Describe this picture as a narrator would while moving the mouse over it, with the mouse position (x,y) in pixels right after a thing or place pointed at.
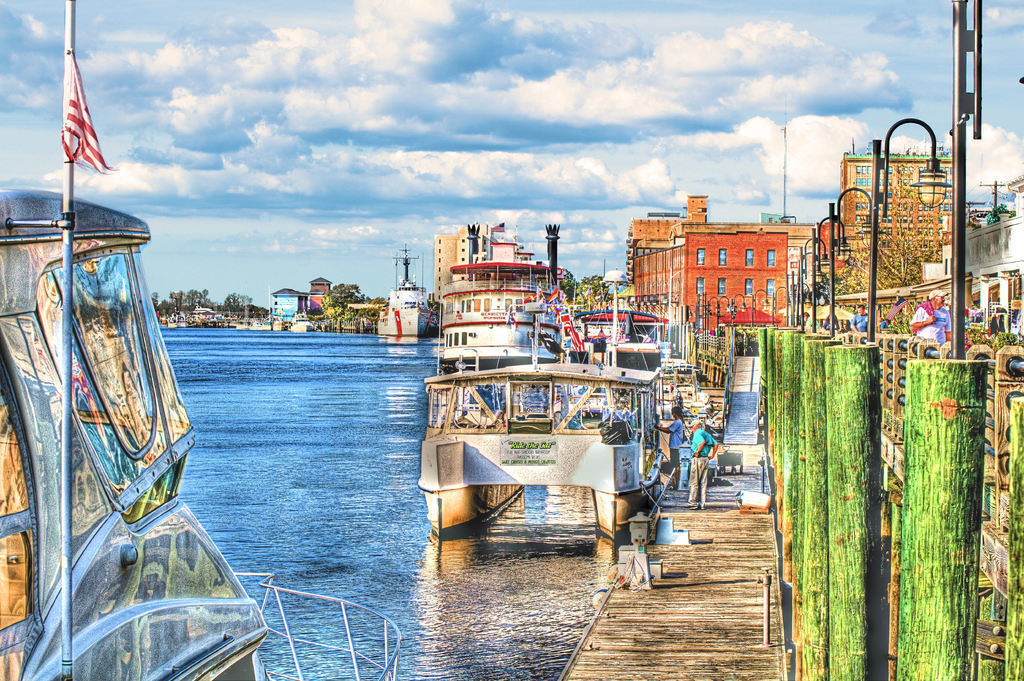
In this image, we can see ships (128,382), lights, poles (957,299), buildings (673,268), trees (571,284) and flags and we can see people (712,436) and there are towers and pillars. At the bottom (362,482), there is water (355,465) and at the top (439,125), there are clouds (515,81) in the sky (555,158).
